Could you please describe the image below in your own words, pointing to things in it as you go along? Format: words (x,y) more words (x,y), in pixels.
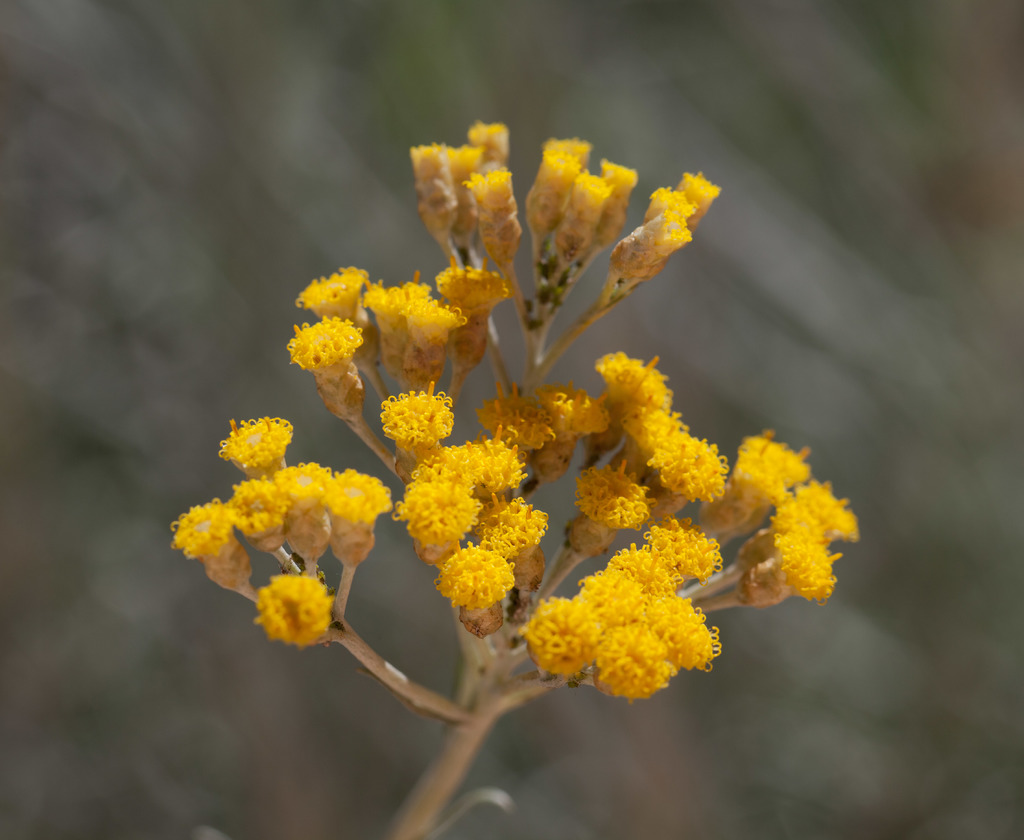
In this picture, there are flowers (594,436) to a plant (509,692) which are in yellow in color.
